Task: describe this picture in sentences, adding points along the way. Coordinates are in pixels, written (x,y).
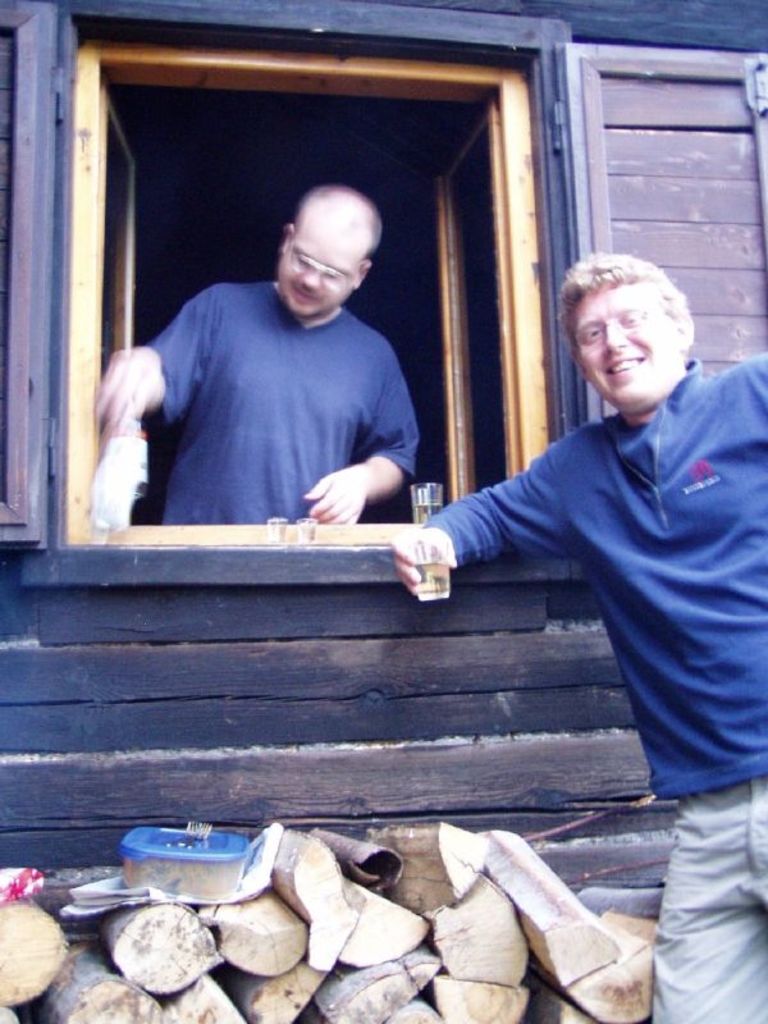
In the center of the image (395,445) we can see a person (288,362) standing at the window (90,438) with glasses (303,531). On the right side of the image (666,480) we can see a person (641,612) standing with glass (436,558). At the bottom (609,979) there are wooden sticks (199,921).
